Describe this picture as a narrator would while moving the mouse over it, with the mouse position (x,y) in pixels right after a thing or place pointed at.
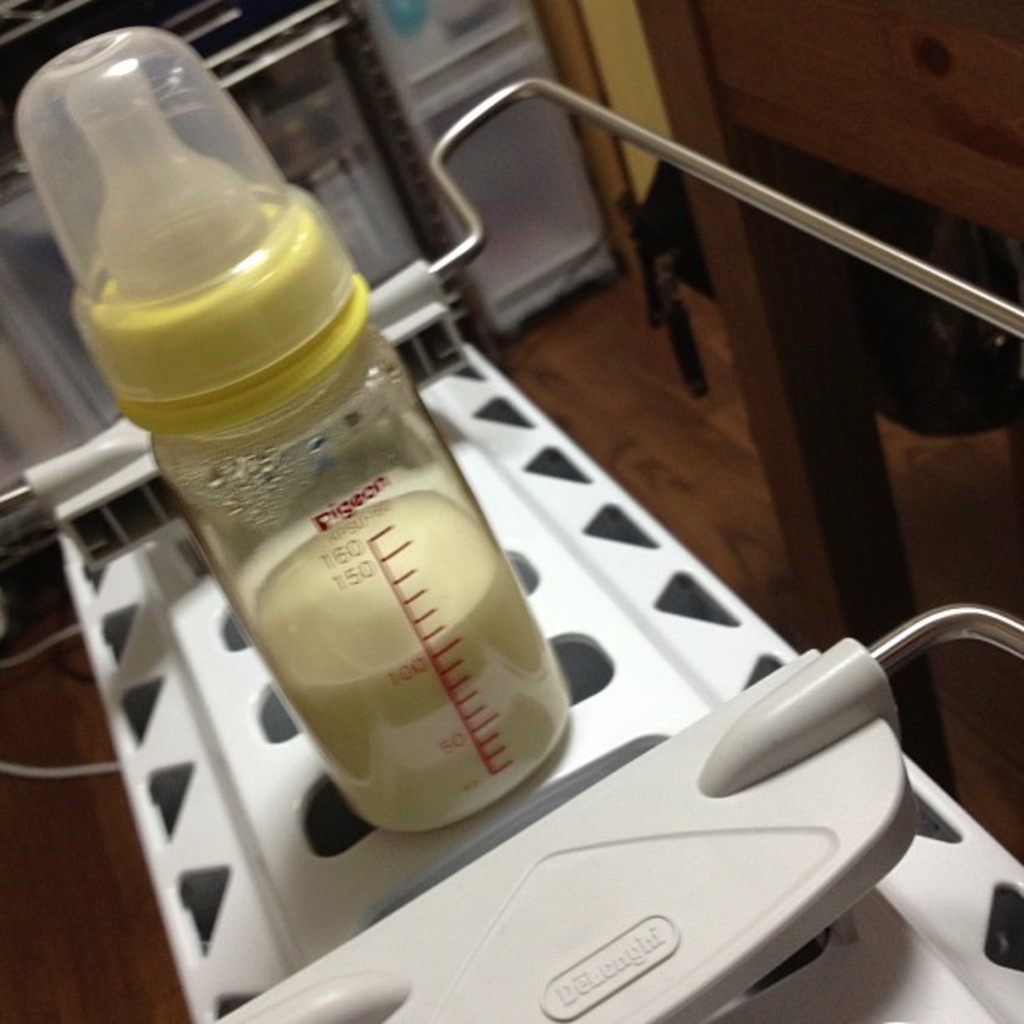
In this image I can see a milk bottle (446,814).
